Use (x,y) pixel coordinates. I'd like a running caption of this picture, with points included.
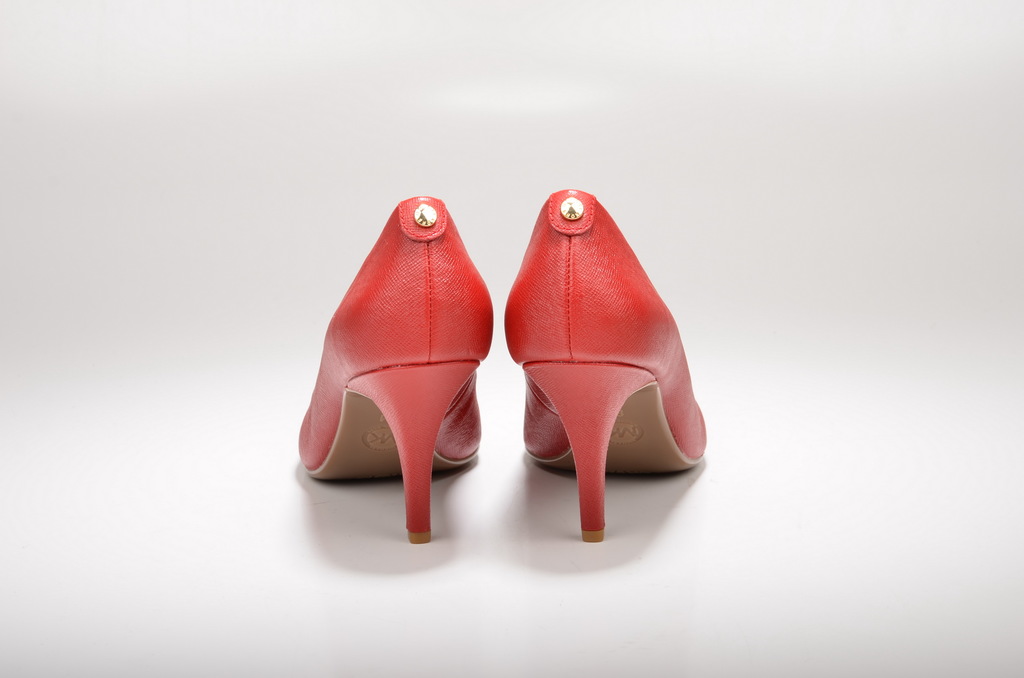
In this image in the middle (495,348) I can see heels (412,361), background (787,114) is white.
